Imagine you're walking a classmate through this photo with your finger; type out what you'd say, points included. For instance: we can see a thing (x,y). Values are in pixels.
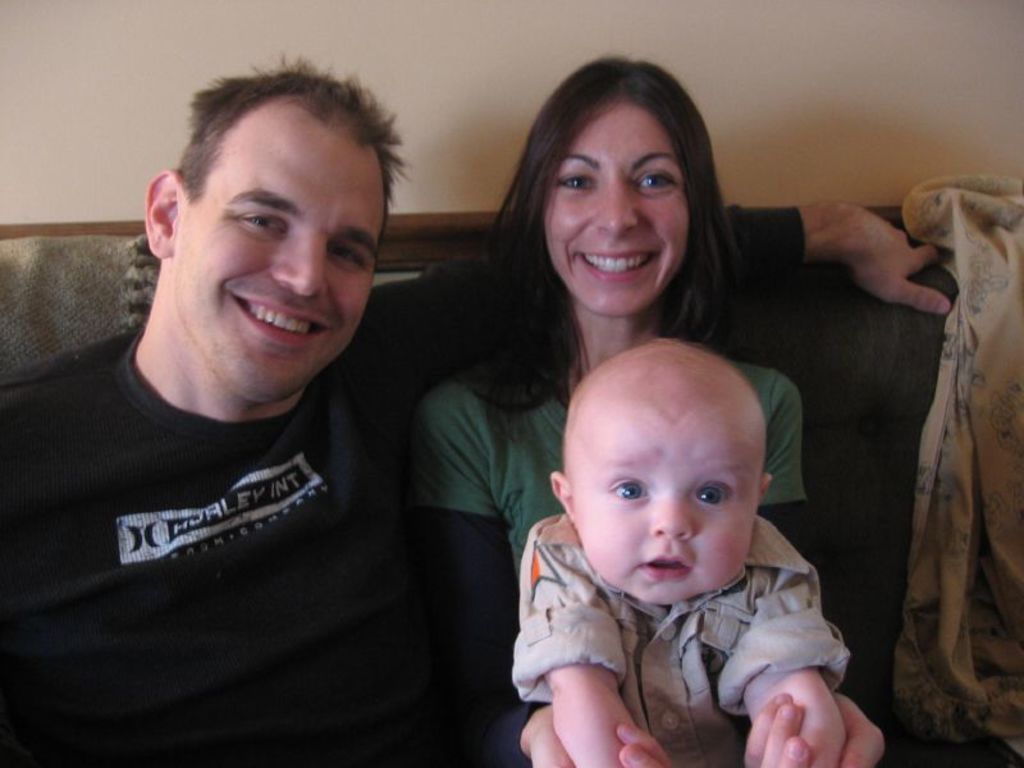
In this image there is a man (287,385) and a woman (515,329) sitting on the sofa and there is a kid (698,580) on the lap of the women (537,312), on the sofa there is an object (991,414), behind the sofa (911,371) there is a wall (460,44).
